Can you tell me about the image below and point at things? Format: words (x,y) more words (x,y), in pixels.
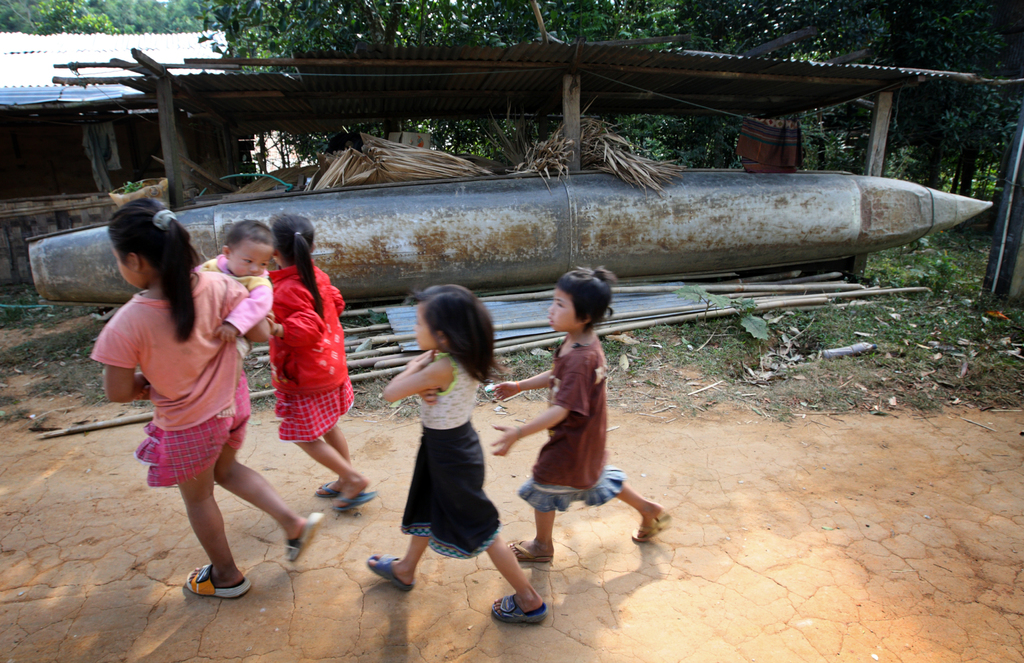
These children (323,369) are walking. This girl (199,393) is carrying a baby (250,285). Background (385,207) we can see sheds (602,77), trees (108,1), boat (520,207) and things (619,326).
